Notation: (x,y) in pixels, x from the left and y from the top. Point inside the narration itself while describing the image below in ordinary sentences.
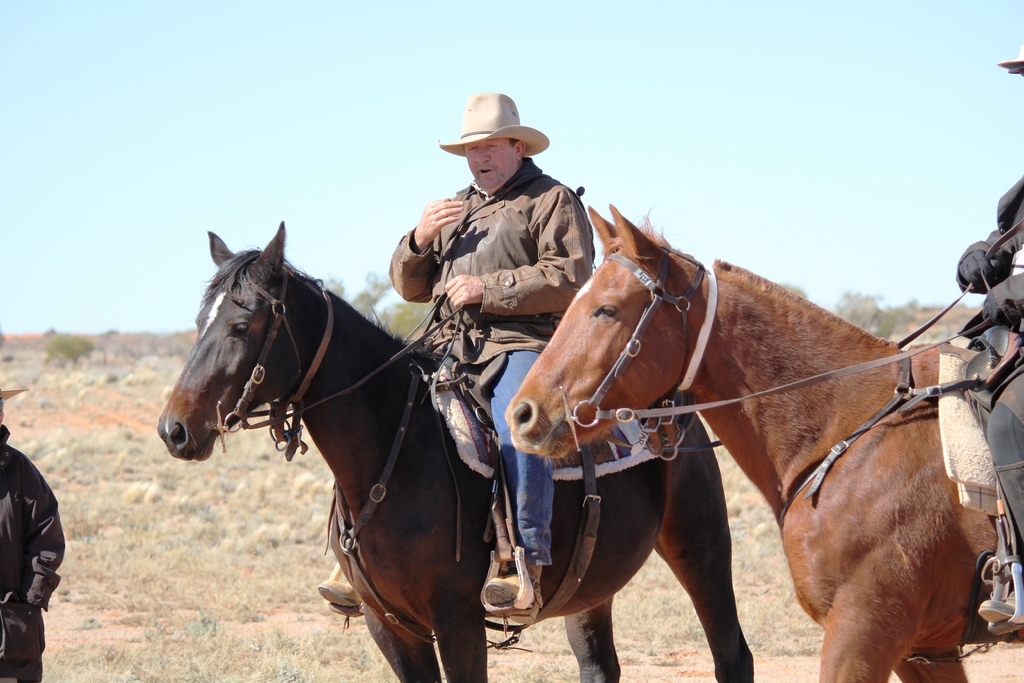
The person (481,123) wearing hat (492,129) is sitting on a horse (317,286) and there is another person (980,320) sitting on a horse (850,344) beside him and there is a person (37,538) standing in the left corner (44,551).
